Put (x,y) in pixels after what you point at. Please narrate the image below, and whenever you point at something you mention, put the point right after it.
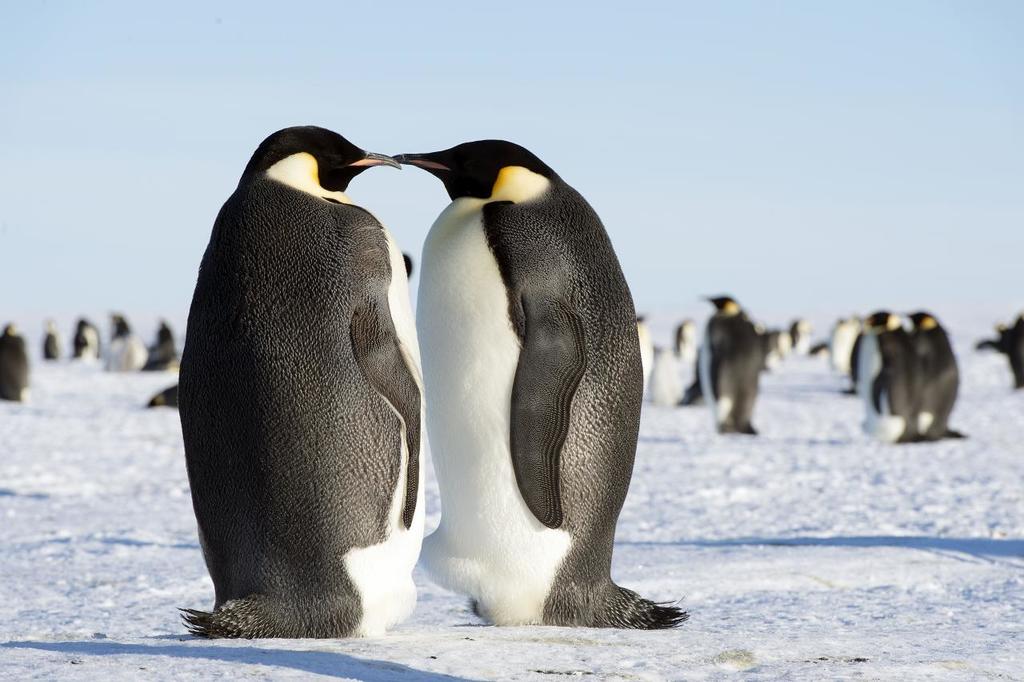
There are two penguins (470,439) on the snow (419,650) and facing each other. In the background (54,342) we can see penguins (805,340) and sky (697,154).
